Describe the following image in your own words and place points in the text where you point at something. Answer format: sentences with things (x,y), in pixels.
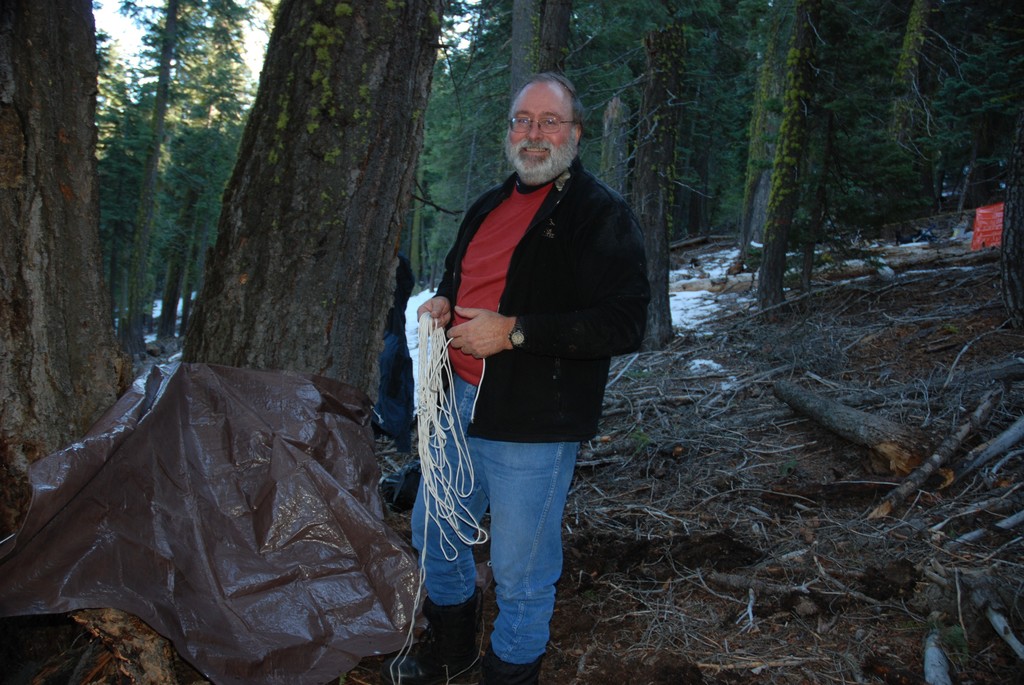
In this picture we can see a man (560,161) wore spectacles (575,120), holding a rope (452,422) with his hands (450,330), standing on the ground (702,251) and smiling. In the background (406,242) we can see a person (403,270), wooden logs (874,423), plastic sheet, trees (116,131), some objects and the sky (244,37).
